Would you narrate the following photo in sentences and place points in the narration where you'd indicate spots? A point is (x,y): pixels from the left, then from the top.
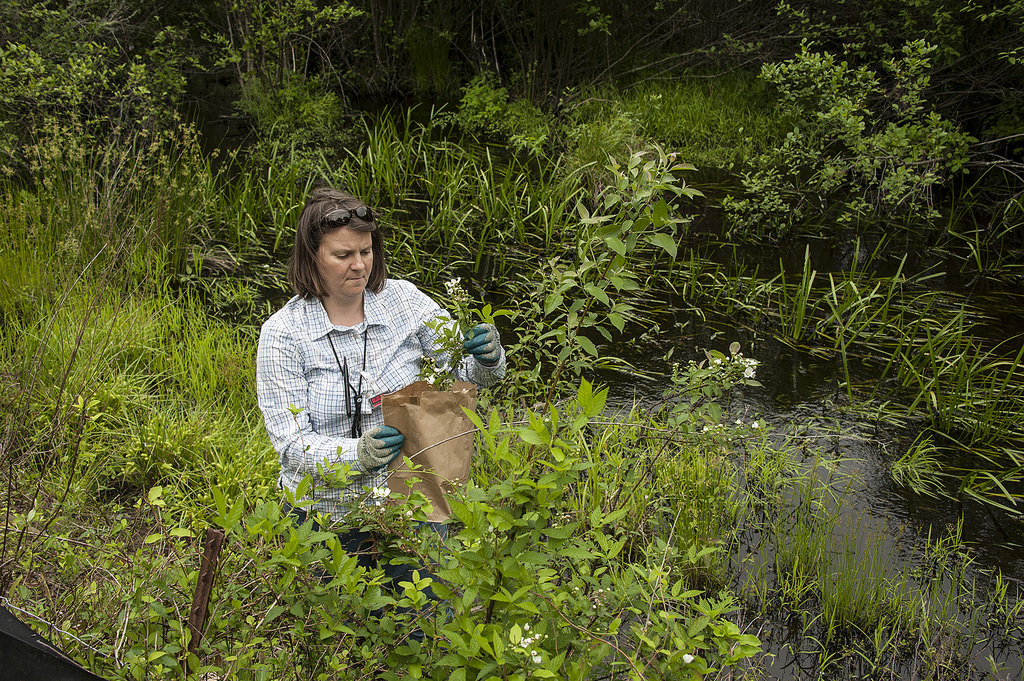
In this image we can see a person (363,334) holding a plant (444,366) and a paper bag (440,451) and there are few plants (512,660), trees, grass (174,345) and water (800,414).
